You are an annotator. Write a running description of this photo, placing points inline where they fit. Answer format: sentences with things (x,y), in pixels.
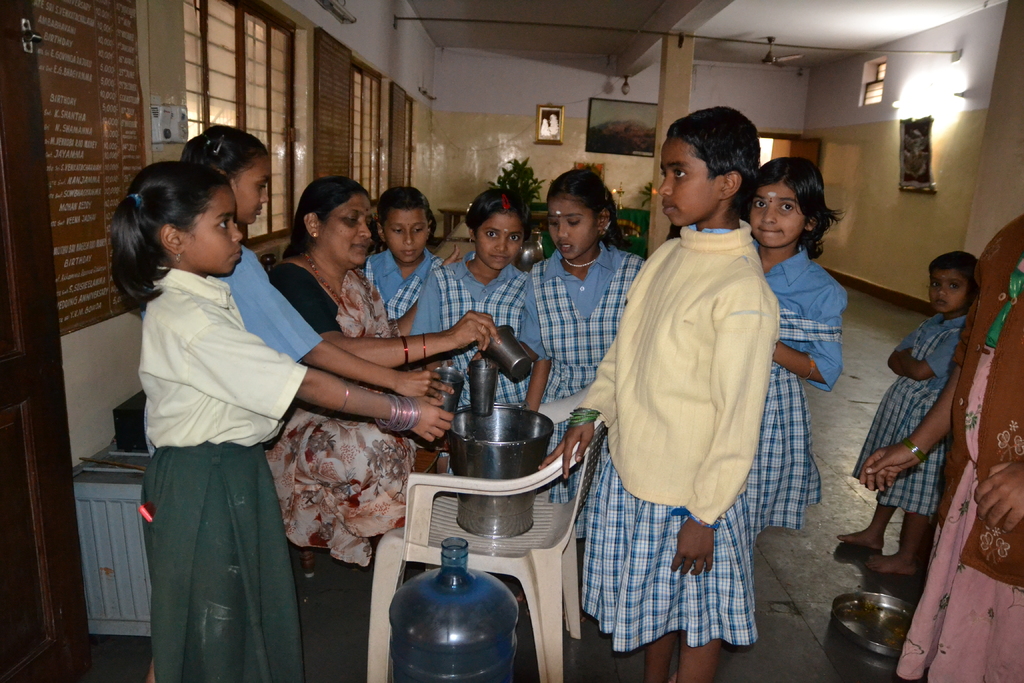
In this image we can see a few people (380,489), among them some are holding the glasses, we can see some objects (534,499) like, chair (532,494), bucket (532,493), water can (431,585) and a plate (880,639), at the top of the roof (626,51), we can see a fan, on the wall (504,114) we can see a photo frame (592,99), poster (588,100) and lights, there are some plants (528,178) and windows (238,75).
